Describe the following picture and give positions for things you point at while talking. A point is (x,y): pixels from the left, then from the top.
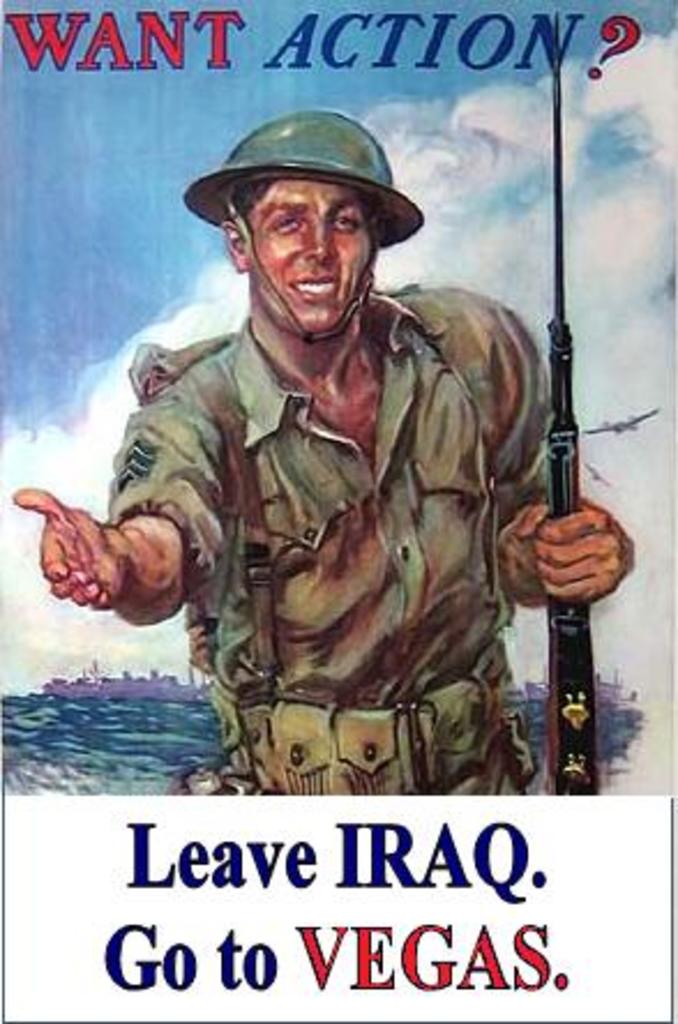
This image consists of a poster (485,629). On which I can see a man (317,540) wearing uniform (343,566), holding a gun (585,630) in the hand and smiling. This is a painting. At the bottom of this image (308,881) I can see some text (497,887). At the top (113,39) also there is some text (122,60).
